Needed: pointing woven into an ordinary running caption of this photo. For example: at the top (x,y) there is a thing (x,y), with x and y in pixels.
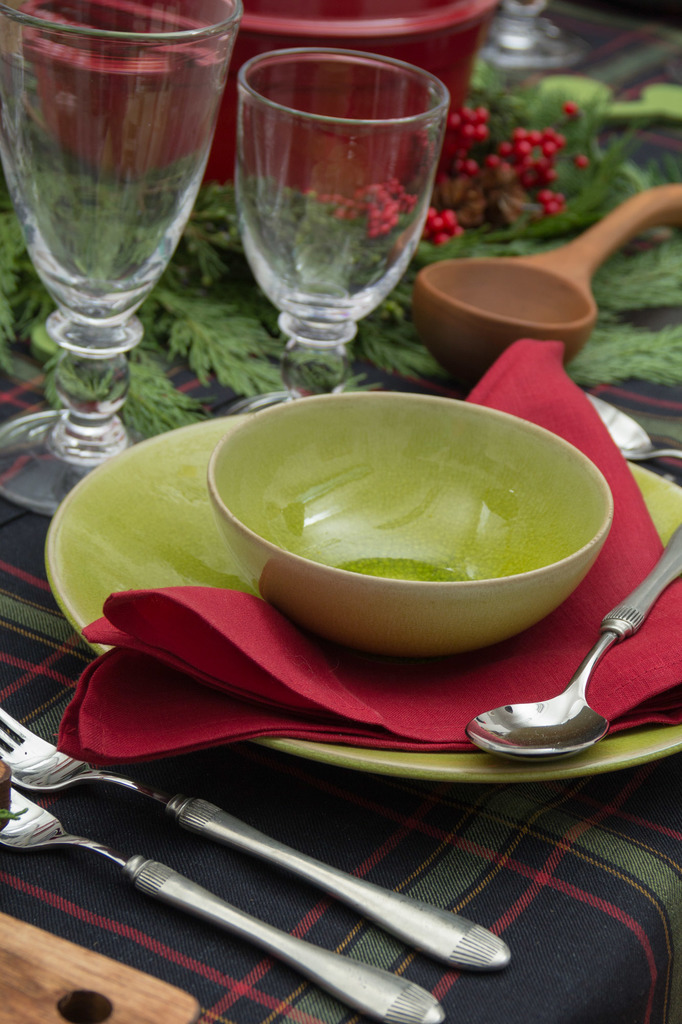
This is a bowl (418,568) placed on the table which are green in color. This is a table (511,893) covered with the cloth (564,799). This is a spoon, fork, wine glass (316,178), serving spoon (566,291), leaves (484,239) and some other things (441,39) which are placed on the table (644,399).
